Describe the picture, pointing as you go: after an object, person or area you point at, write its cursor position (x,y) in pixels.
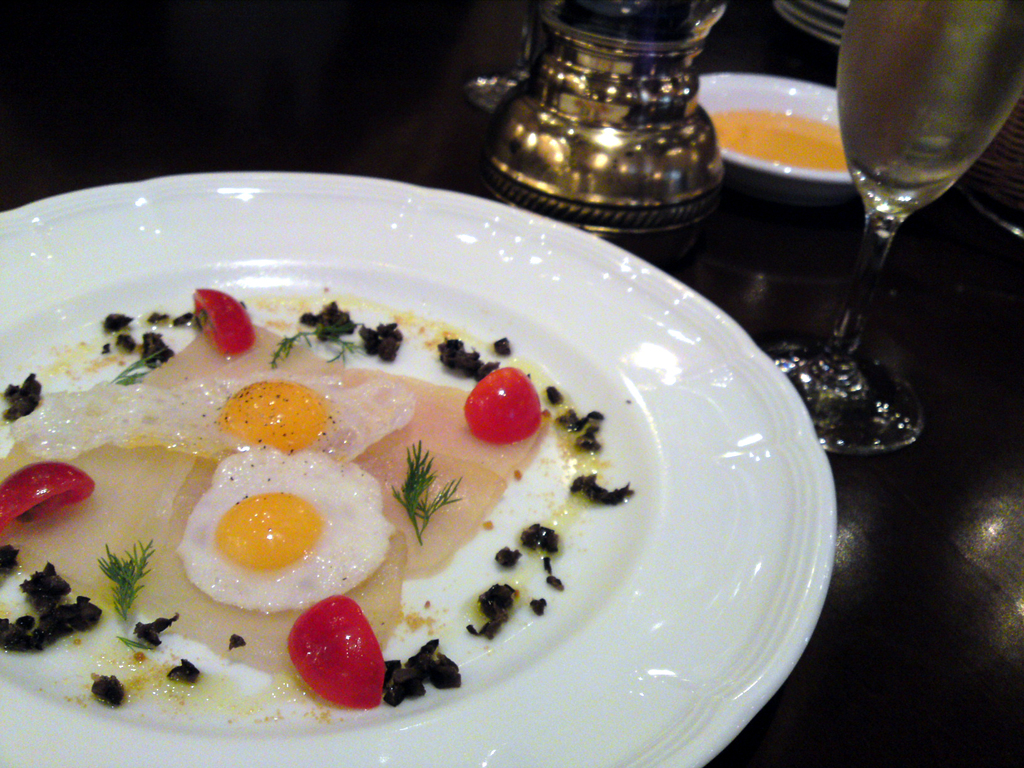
In this picture I can see food (332,625) in the plate (605,667) and I can see a glass (895,231) and another bowl (773,104) with some food (784,115) on the right side (779,127) and looks like a jar (592,107) on the table (933,723).
